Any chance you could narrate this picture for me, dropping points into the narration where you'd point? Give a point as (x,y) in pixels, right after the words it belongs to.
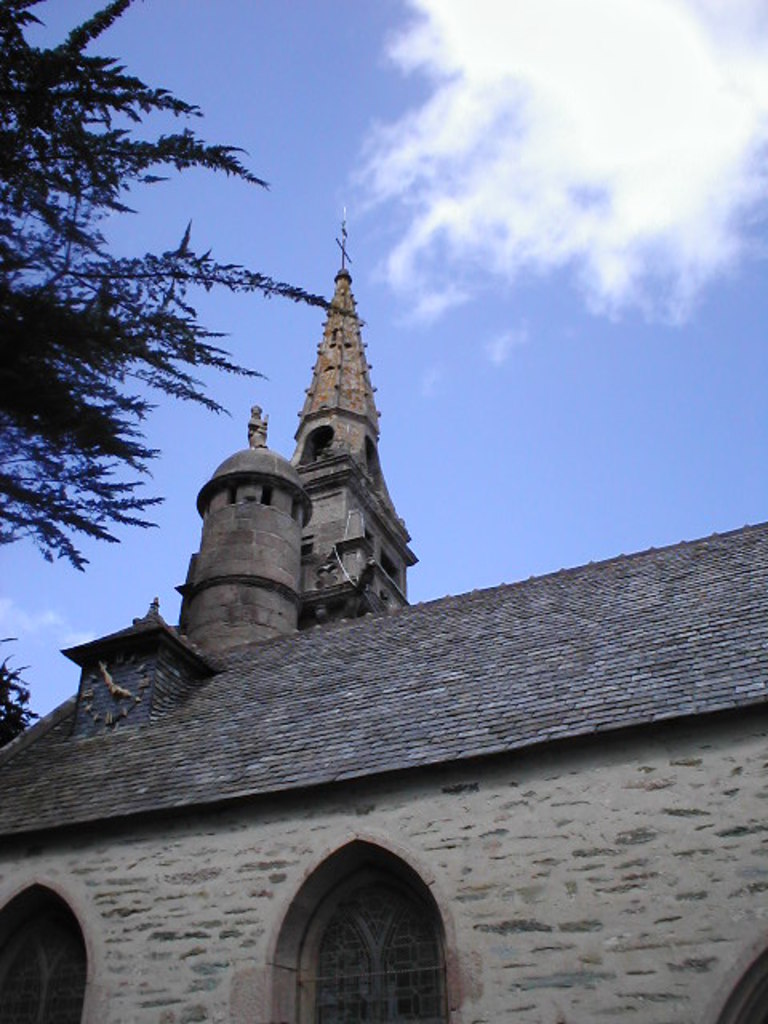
There is a building (425,754) with windows (419,920). On the roof (207,712) of the building (170,705) there is a clock (110,691). On the left side (38,305) there is a tree (85,285). In the background (569,87) there is sky (537,272) with clouds (537,272).
